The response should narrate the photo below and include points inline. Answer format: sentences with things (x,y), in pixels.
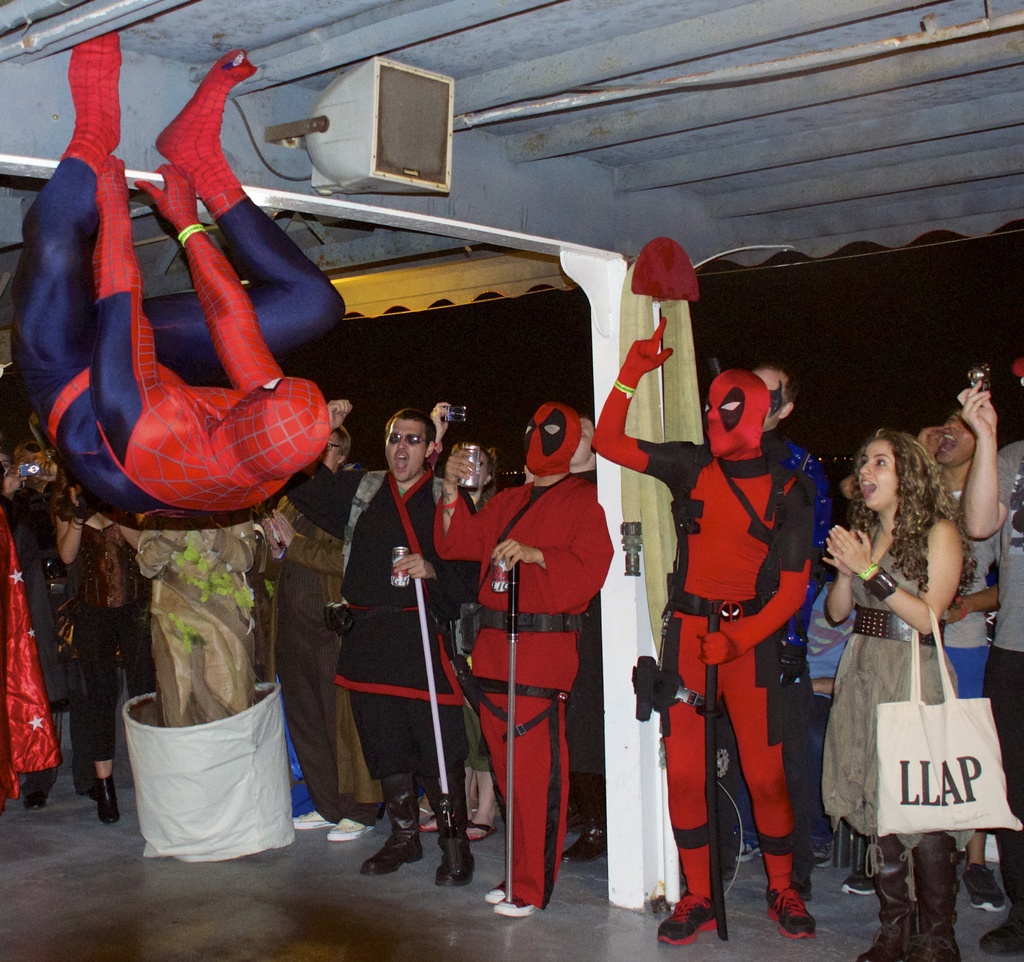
In the foreground of this picture (546,540), there are person (668,653) in costumes (224,598) standing on the floor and few are cheering them and on the top (335,72), there is a shed (798,129) and a speaker box (419,137).
